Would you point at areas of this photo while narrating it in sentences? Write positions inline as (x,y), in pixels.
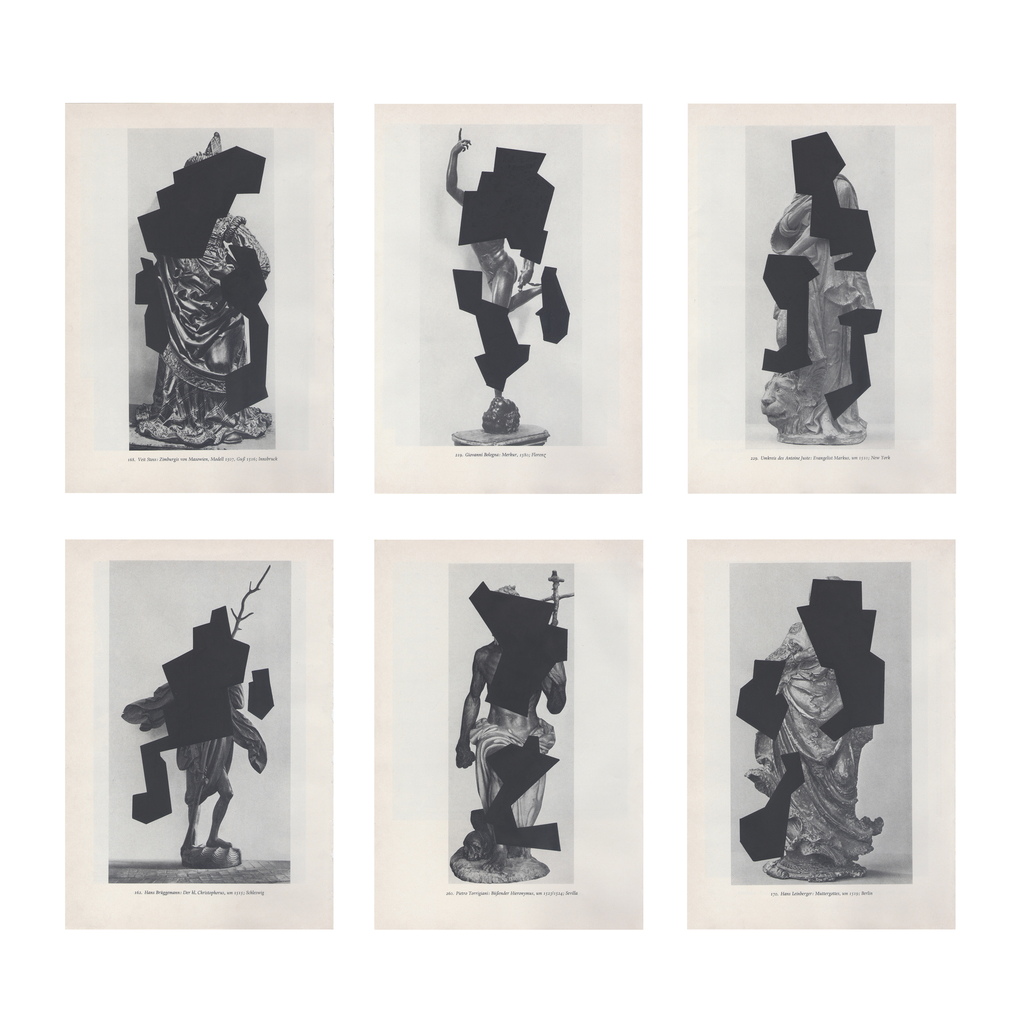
In this image we can see six different types of statues (522,815). The face (205,215) of the statues (205,714) are covered with black shade (205,714).
